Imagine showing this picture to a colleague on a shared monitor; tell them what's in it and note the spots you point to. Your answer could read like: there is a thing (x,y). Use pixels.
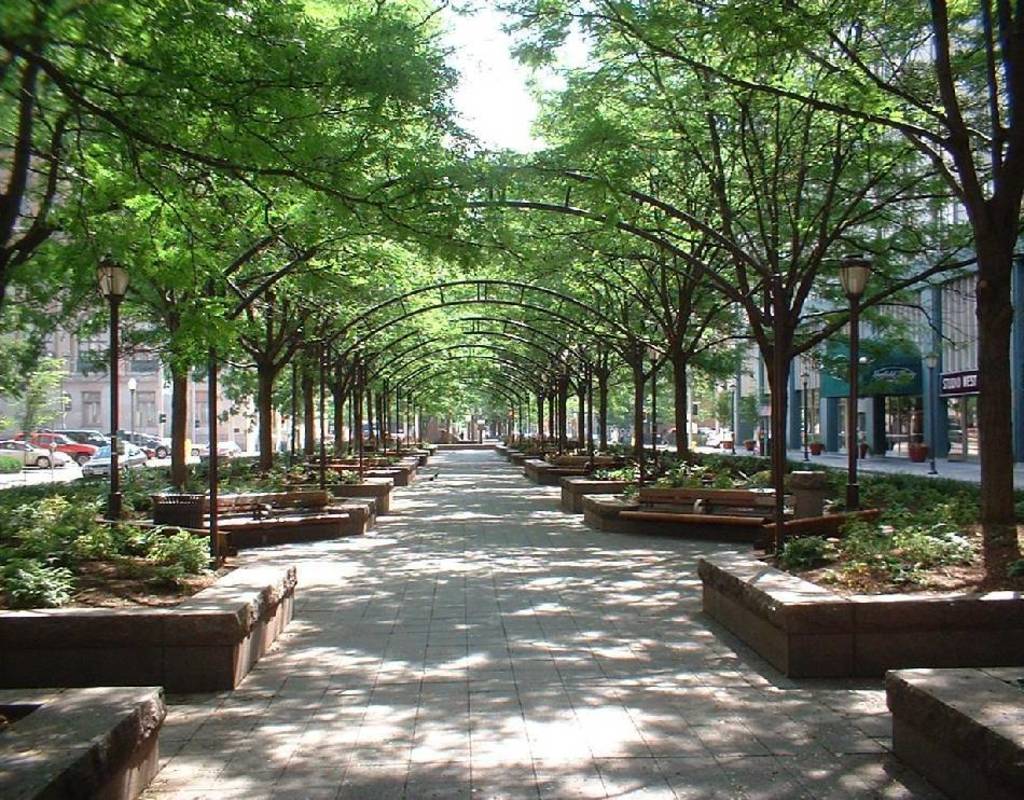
In this image there is a path (453,520), on either side of the path (429,495) there are trees (686,111) and iron arches (488,335) and light poles (112,406) and there are cars (68,450) on the road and there are buildings (887,379).
